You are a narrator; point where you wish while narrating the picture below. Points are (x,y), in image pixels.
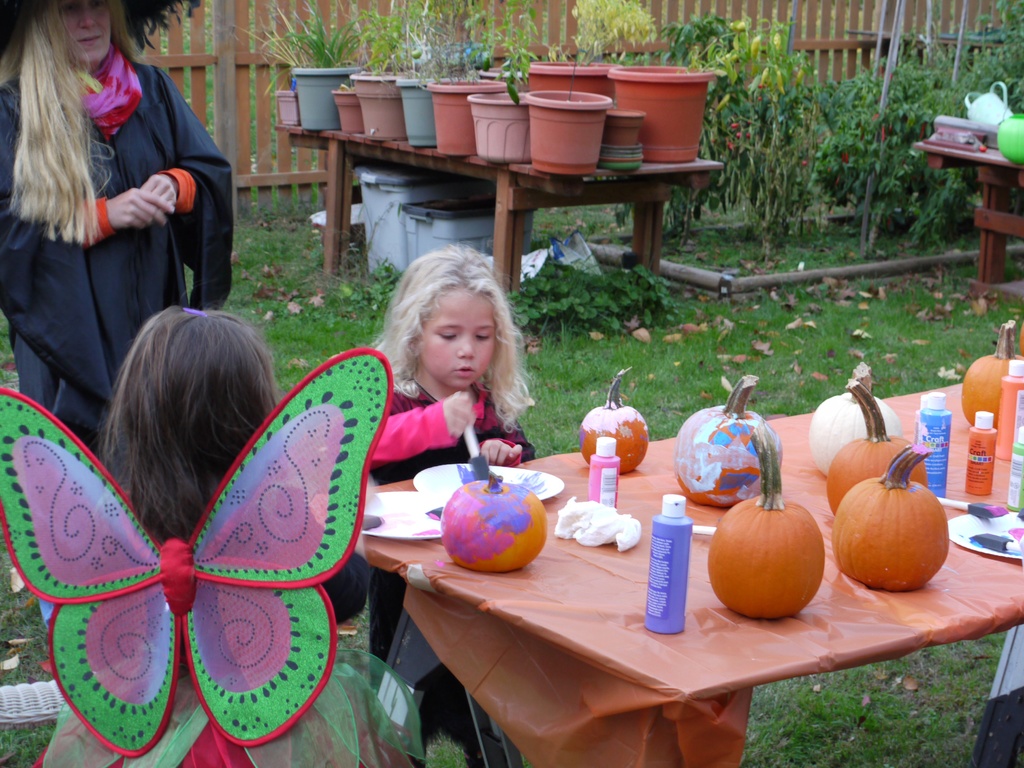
This image is clicked outside. There are tables (534,581) and on the tables (636,191), there are flower pots (681,144), pumpkins (748,539), painted, plates (514,475), brushes (991,544). There are girls (406,466) in the middle (364,499). There is a woman (151,168) on the left side (135,262). There are plants (803,107) at the top (771,174).
